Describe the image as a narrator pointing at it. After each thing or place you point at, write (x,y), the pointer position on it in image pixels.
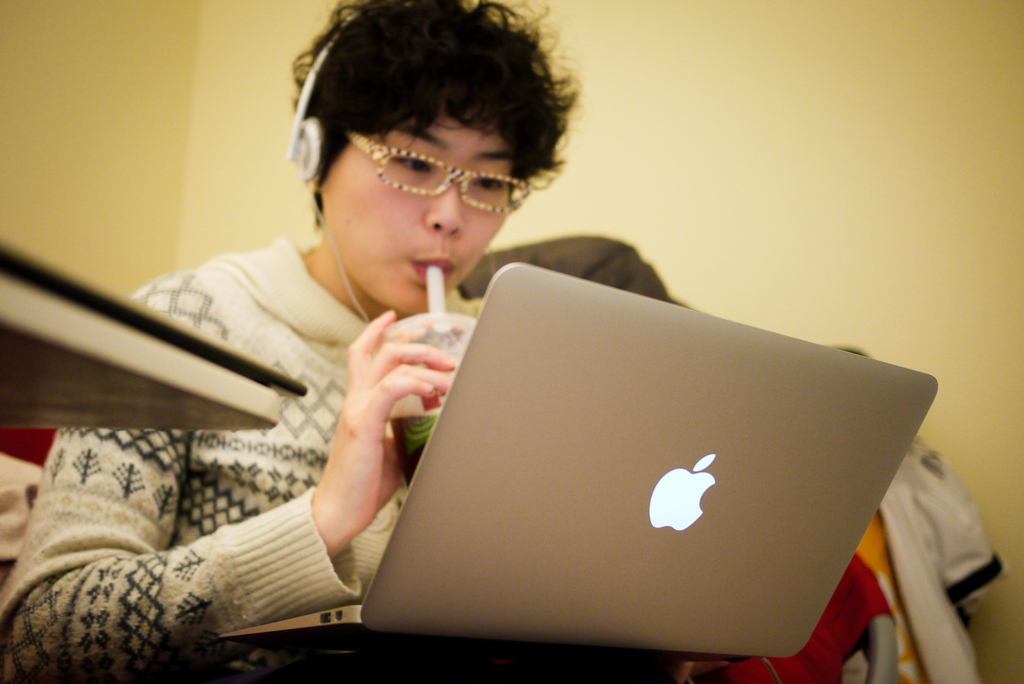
As we can see in the image there is a yellow color wall (916,170), table (55,350), cloths (951,566), a woman (381,520) wearing white color jacket (285,355), spectacles (449,176) and holding glass (396,428). In the front (381,551) there is laptop (548,498).
